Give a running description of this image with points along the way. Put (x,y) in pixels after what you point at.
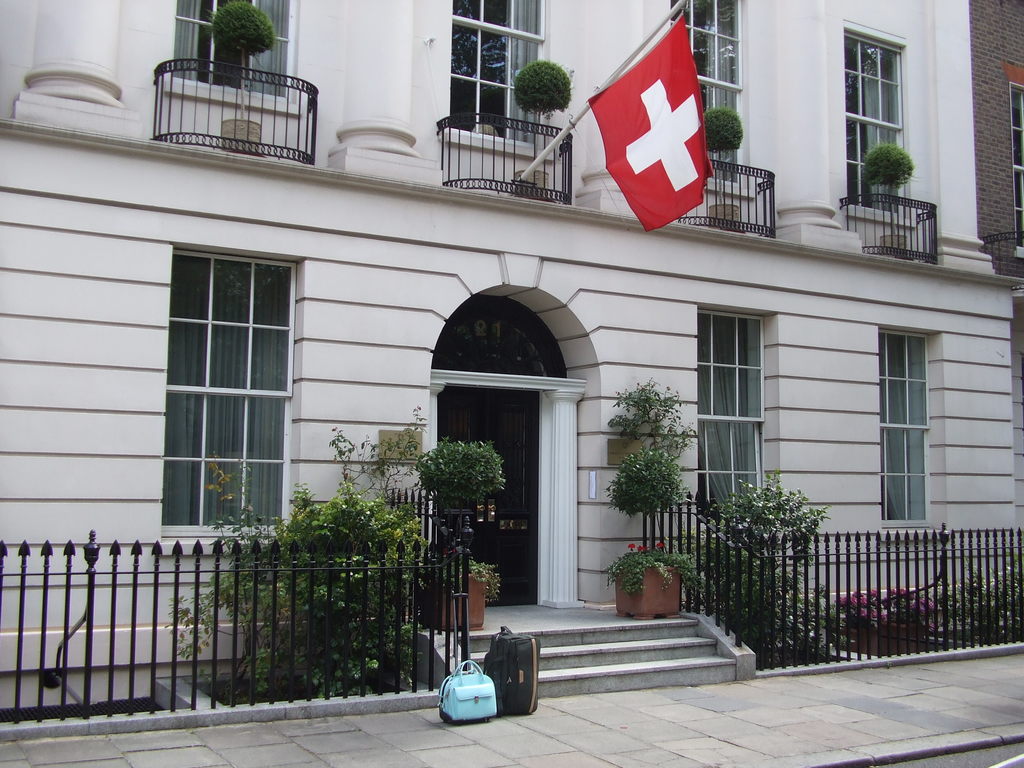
In this picture we can see a building (353,360), windows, plants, flag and fence (135,670).
